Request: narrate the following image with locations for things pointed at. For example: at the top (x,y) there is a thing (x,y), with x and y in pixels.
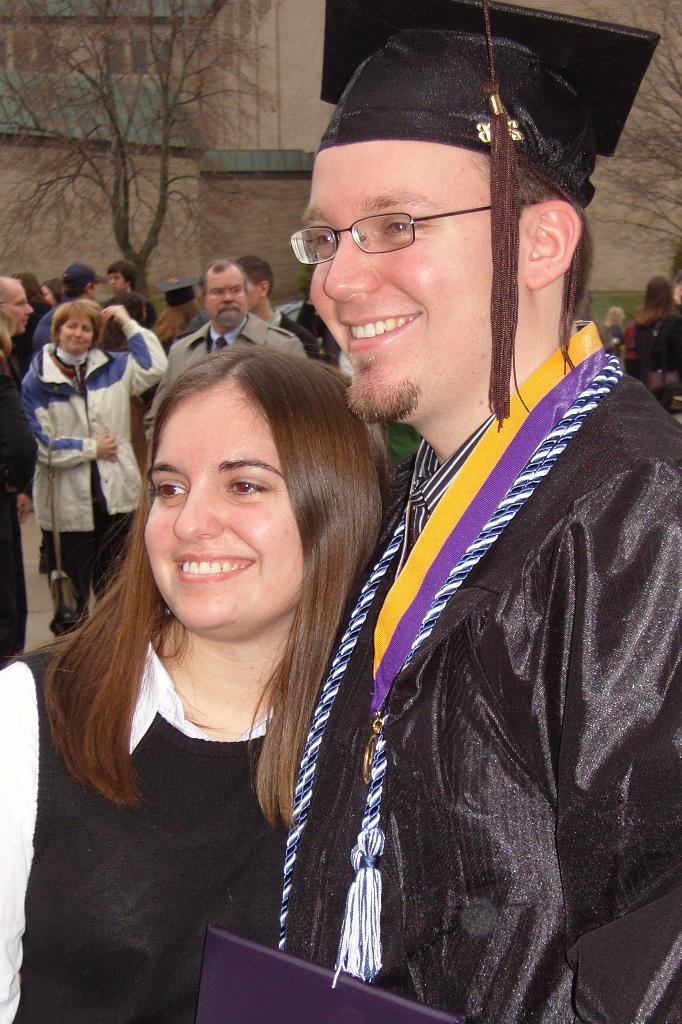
Here in this picture we can see a couple (279,684) standing over there, the person (588,597) on the right side (517,626) is wearing a graduate apron (507,625) on him and also wearing a cap (446,58) on him and he is wearing spectacles (397,219) and both of them are smiling and behind them also we can see number of people (413,434) standing over there and we can see a building (233,173) present and we can see trees (192,119) present over there.
